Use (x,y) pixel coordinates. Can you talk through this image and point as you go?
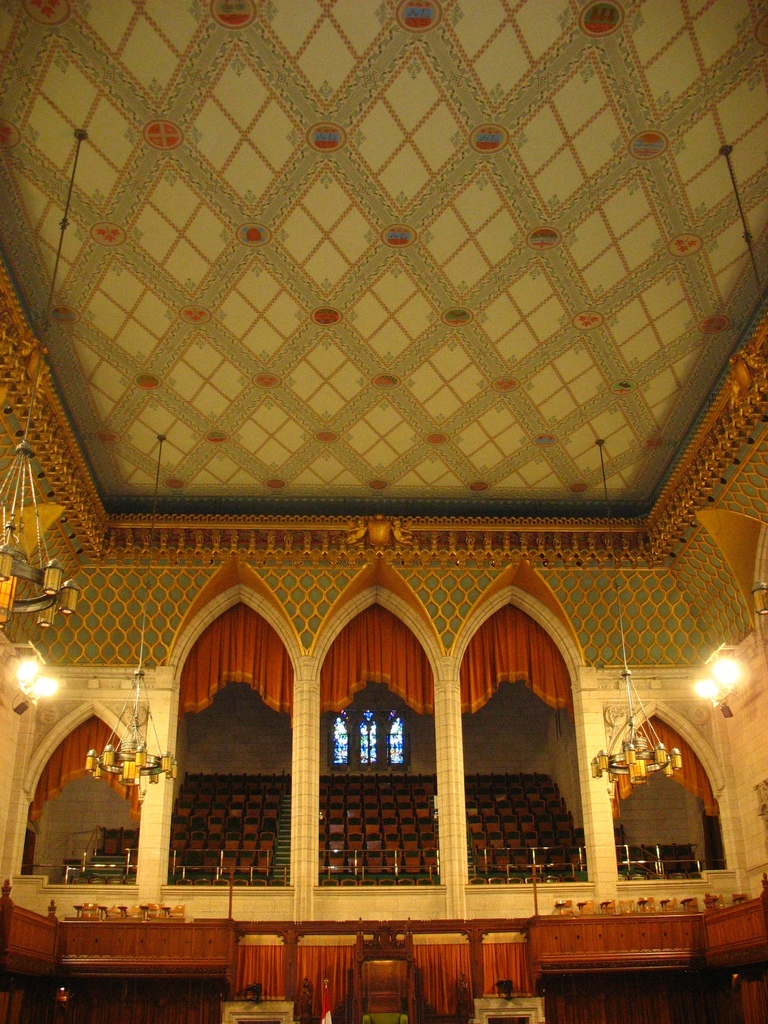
In this picture we can see the inside view of courtroom (305,573). In the background (227,813) we can see many chairs (411,846) and window (401,730). On the right (631,669) we can see light (706,671) and chandelier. In the bottom (390,971) we can see wooden chair (384,996), flag (325,995) and tables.
